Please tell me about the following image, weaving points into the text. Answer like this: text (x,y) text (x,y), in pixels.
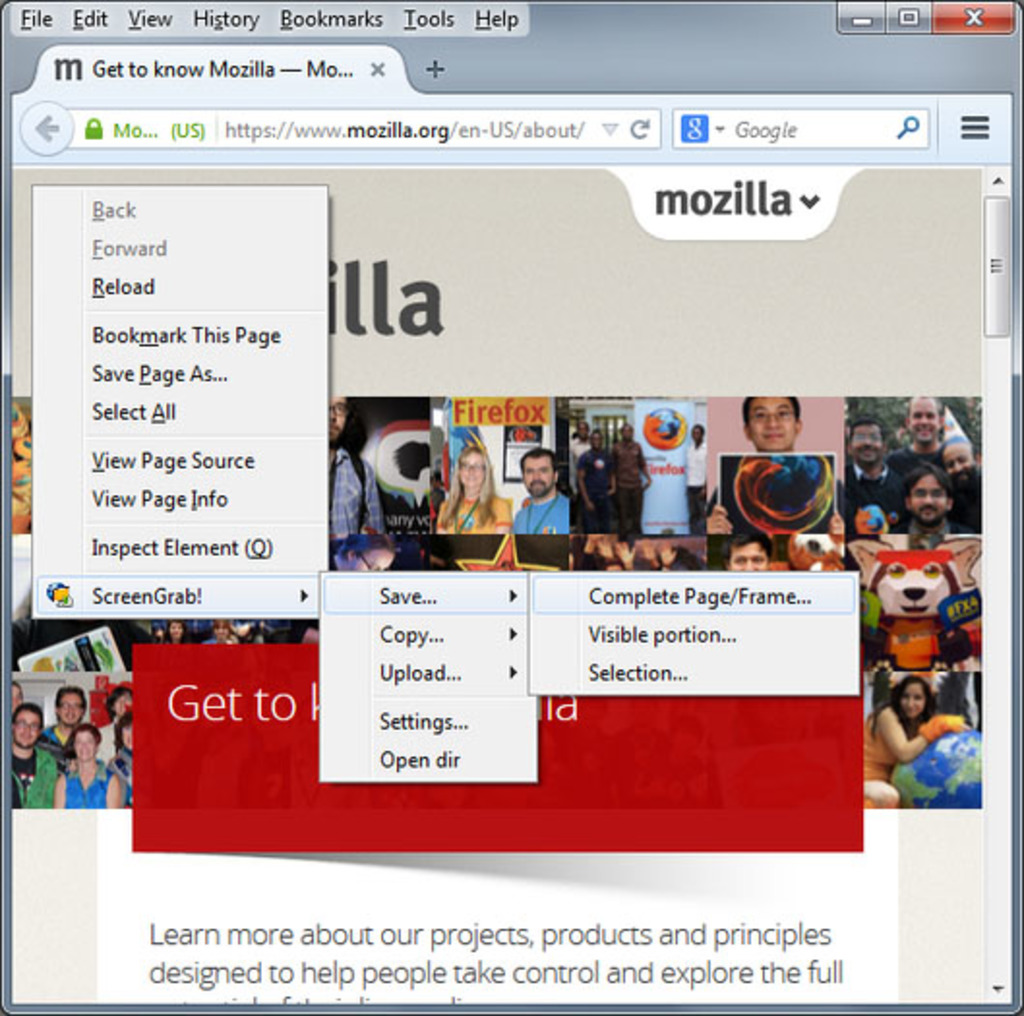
In this image we can see a screen (490,251) of a desktop (476,263) as we can see some text (185,598) and pictures (759,534).
